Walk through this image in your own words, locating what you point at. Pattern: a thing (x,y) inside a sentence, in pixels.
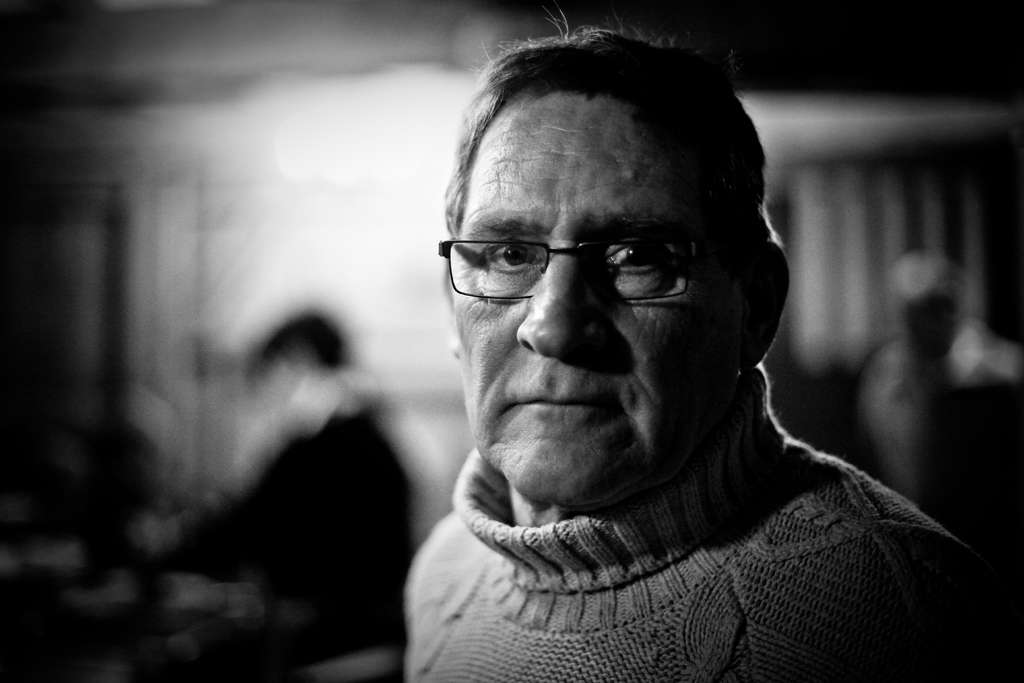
This is a black and white picture, in this image we can see a person (602,390) wearing the spectacles (618,265), behind him we can see two persons (312,386) and the background (357,194) is blurred.
